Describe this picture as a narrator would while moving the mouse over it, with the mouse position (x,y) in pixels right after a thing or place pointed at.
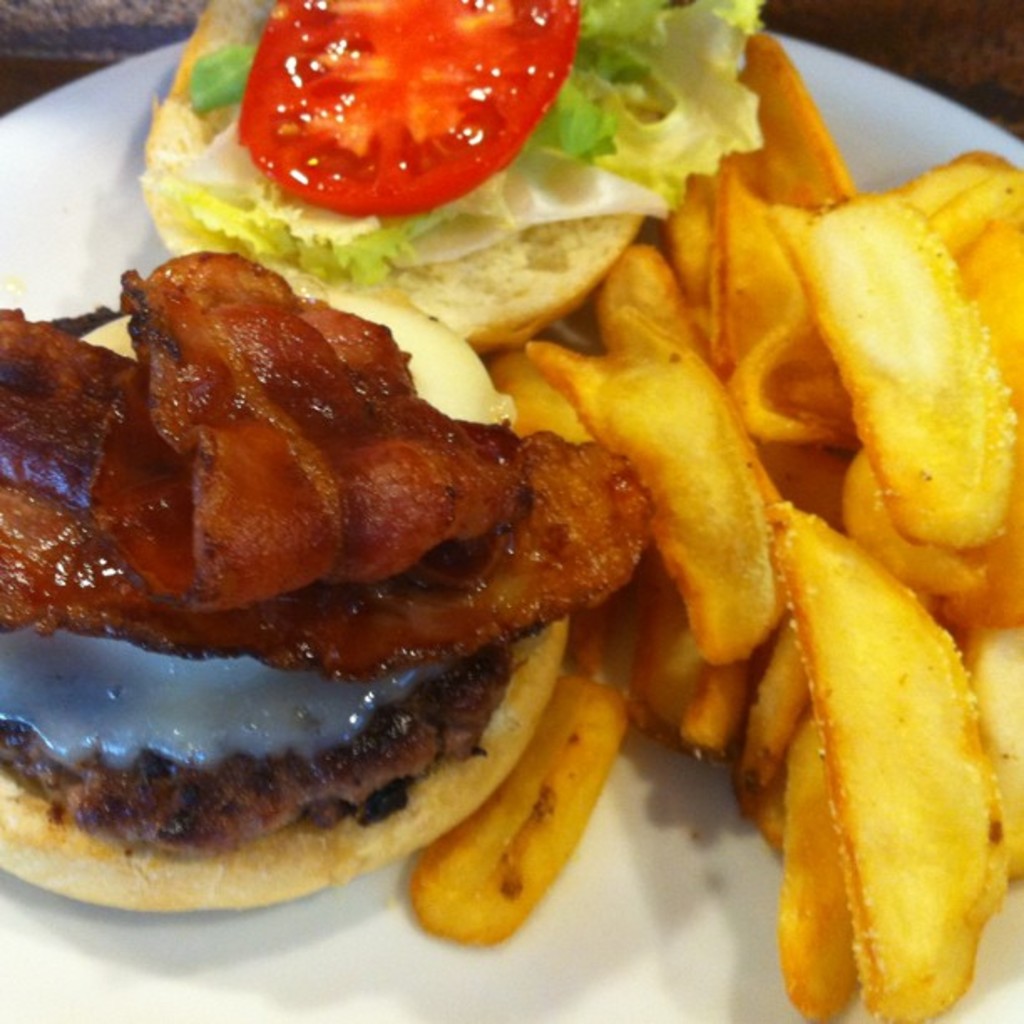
In the image we can see a plate (8,232), in the plate (127,134) we can see some food (11,395).
